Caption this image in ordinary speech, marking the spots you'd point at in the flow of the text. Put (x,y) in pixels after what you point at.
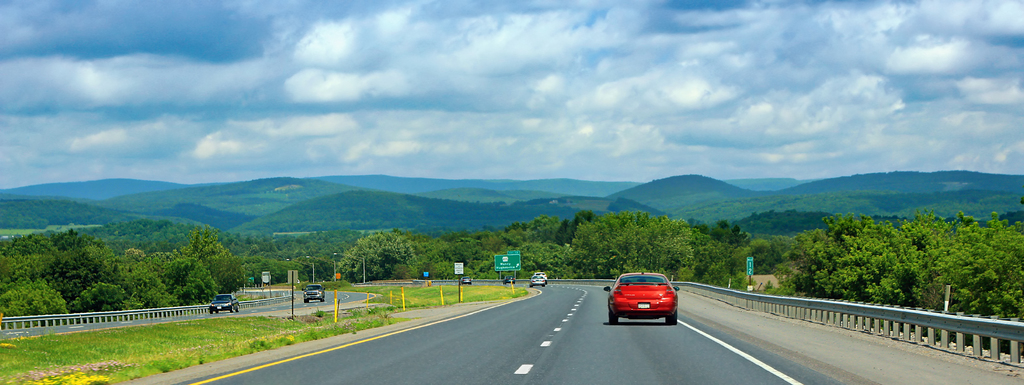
In this image I can see some vehicles (541,273) on the road (430,337). In the background (389,231), I can see the trees (909,237) and clouds (690,79) in the sky (630,68).
